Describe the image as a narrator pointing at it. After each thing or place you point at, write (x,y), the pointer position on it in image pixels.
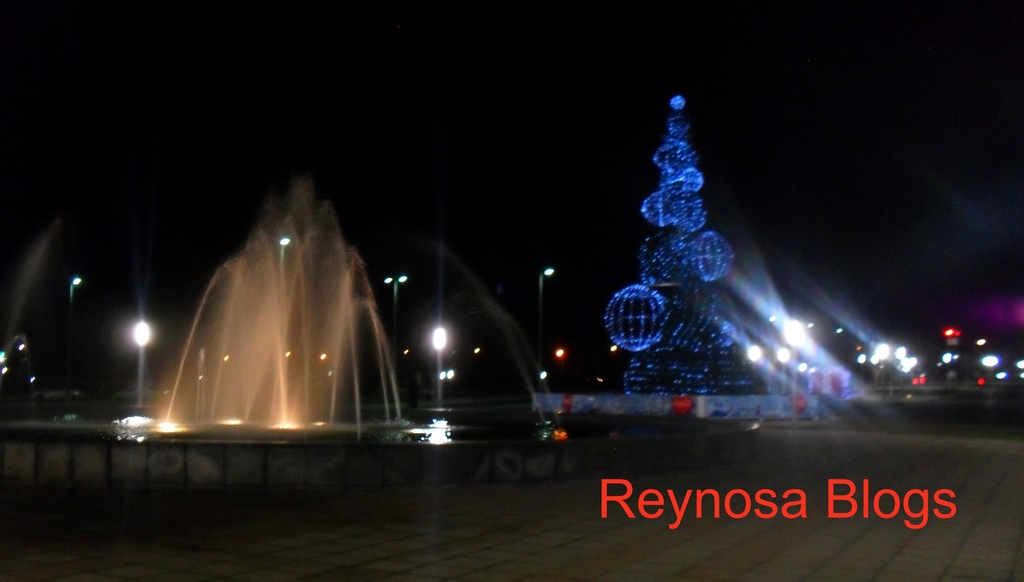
In this image I can see the ground (778,520), some water (497,438), the fountain (319,387), few lights (231,420) and in the background (675,381) I can see few blue colored lights (640,336), few lights (906,355), few red colored lights (943,333) and the background (454,156) which is black in color.
